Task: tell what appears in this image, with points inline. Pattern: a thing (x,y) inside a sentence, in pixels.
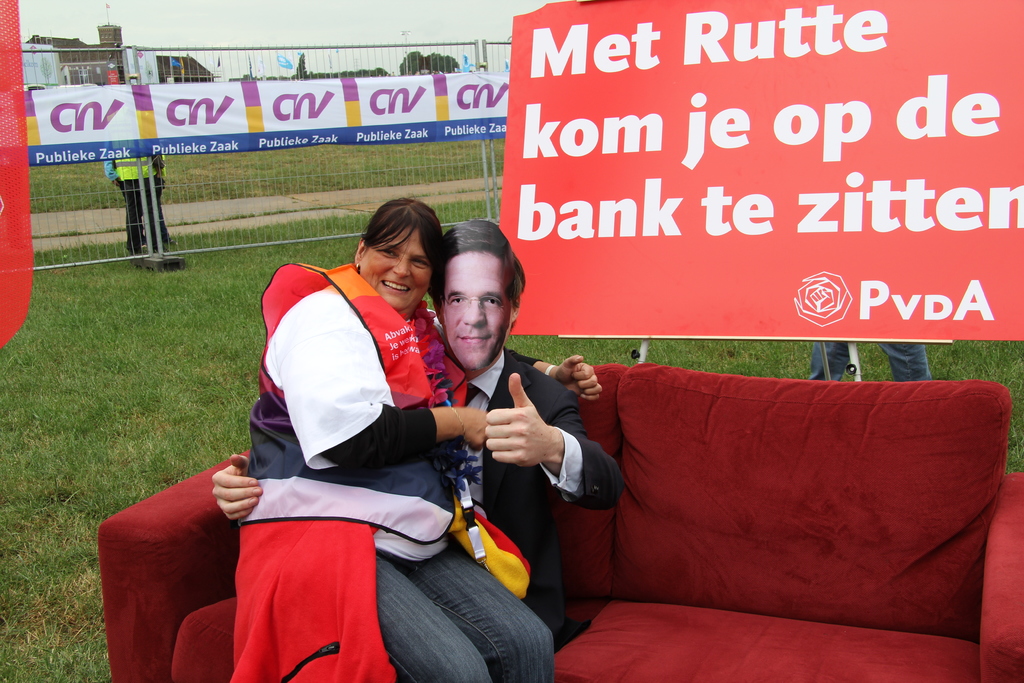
In this image i can see a man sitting on a couch (726,543) and a woman (414,481) sitting on his lap (394,555). In the background (80,41) i can see some buildings (82,55) and sky (300,33), and a banner (715,205). I can also see some grass (136,345) and few people (137,180) standing.
